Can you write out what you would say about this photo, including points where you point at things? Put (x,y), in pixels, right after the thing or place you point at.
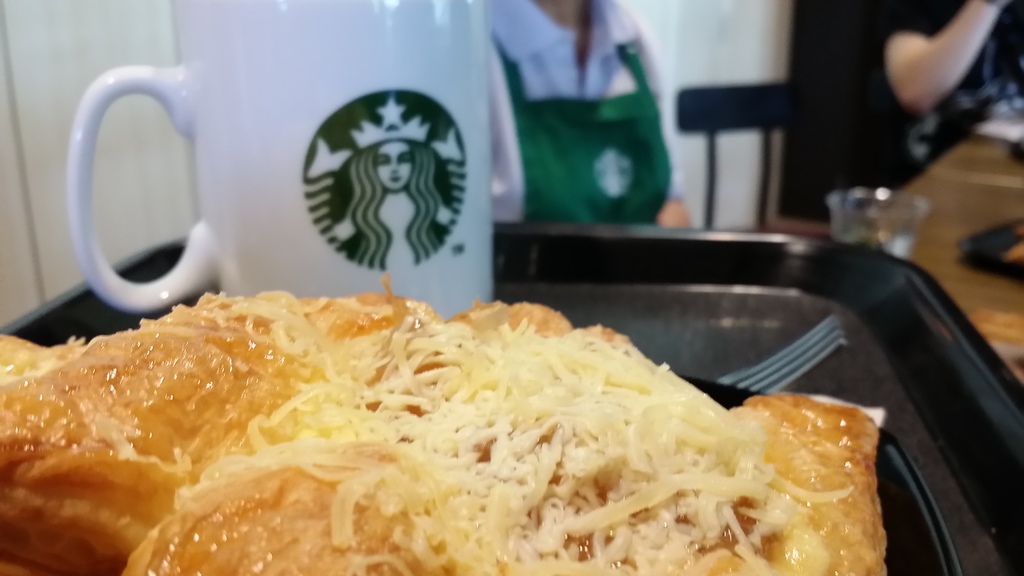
This image consists of food (553,523) kept in a tray (672,351) along with a mug (216,253). The tray (605,308) is in black color and the mug (350,234) is in white color. In the background (565,130), we can see a person (611,156) wearing a green apron (626,176). On the left (59,102), there is a wall (37,164).
